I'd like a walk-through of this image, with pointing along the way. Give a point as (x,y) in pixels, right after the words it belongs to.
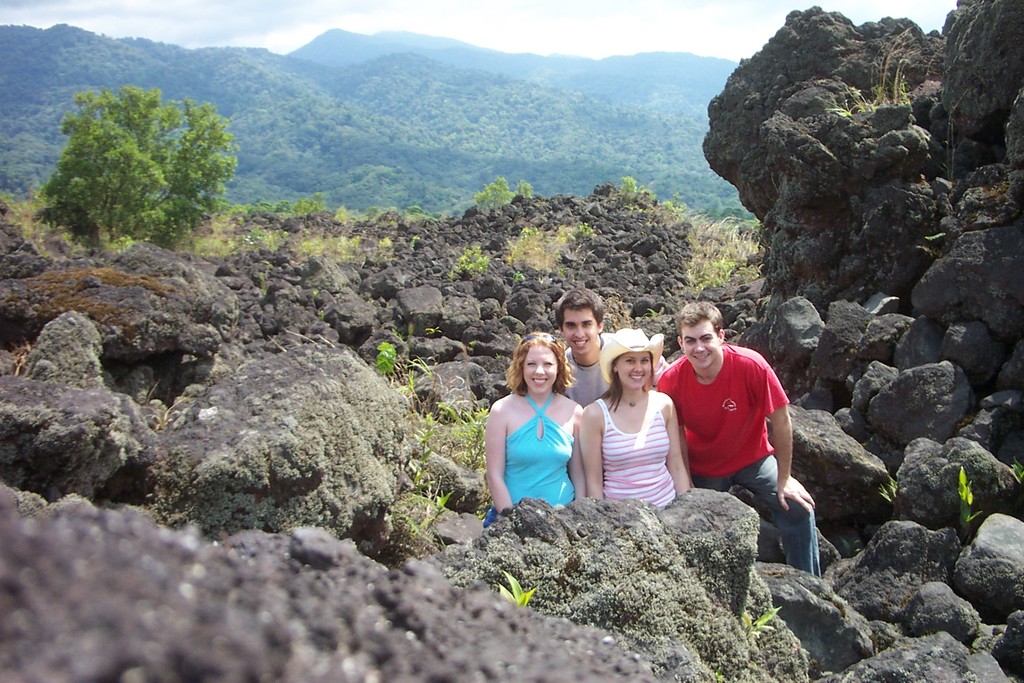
There are people (709,371) smiling and this woman (642,409) wore hat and we can see stones (922,504). In the background (76,195) we can see trees (342,116) and sky (608,26).
